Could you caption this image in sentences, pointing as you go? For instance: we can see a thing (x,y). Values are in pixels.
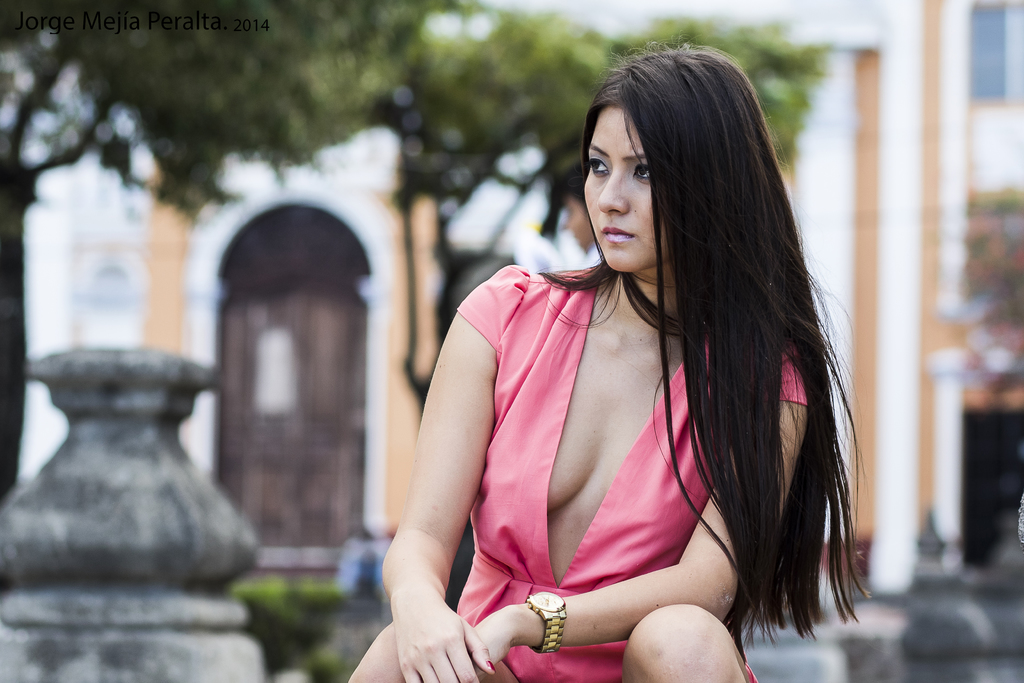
In this picture there is a woman (540,534) wearing a pink color dress (656,567), sitting in front (594,425) and looking to the left side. Behind there is a building (346,219) and tree (148,76).
